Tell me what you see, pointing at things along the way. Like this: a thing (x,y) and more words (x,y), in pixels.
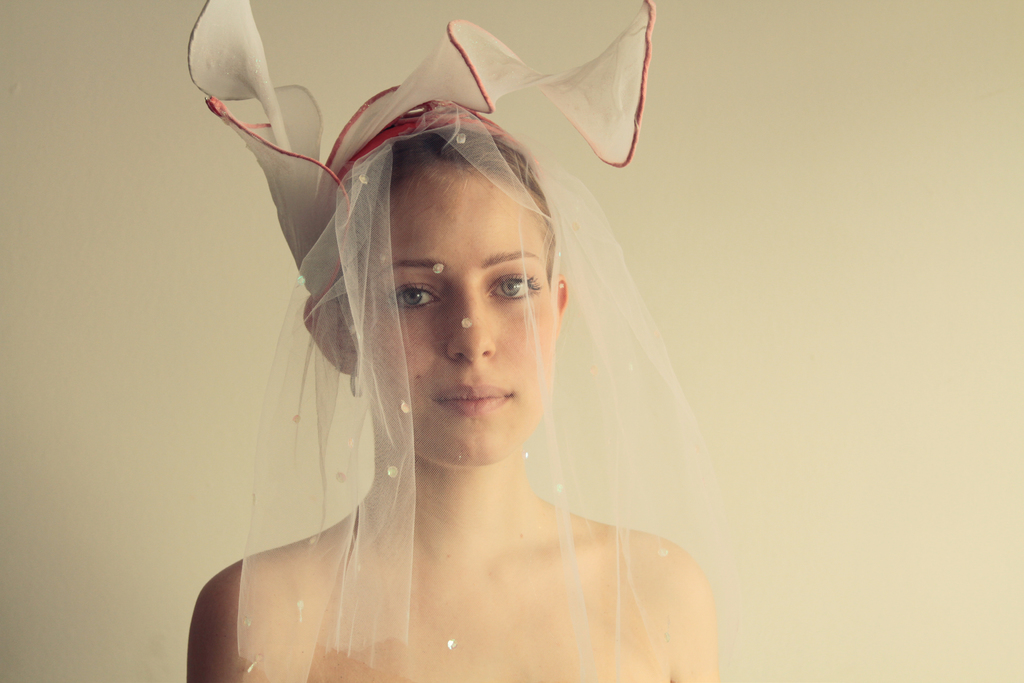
In the center of the image (501,319), we can see a lady (526,473) wearing hair net (359,199) and in the background (784,180), there is a wall (750,304).
